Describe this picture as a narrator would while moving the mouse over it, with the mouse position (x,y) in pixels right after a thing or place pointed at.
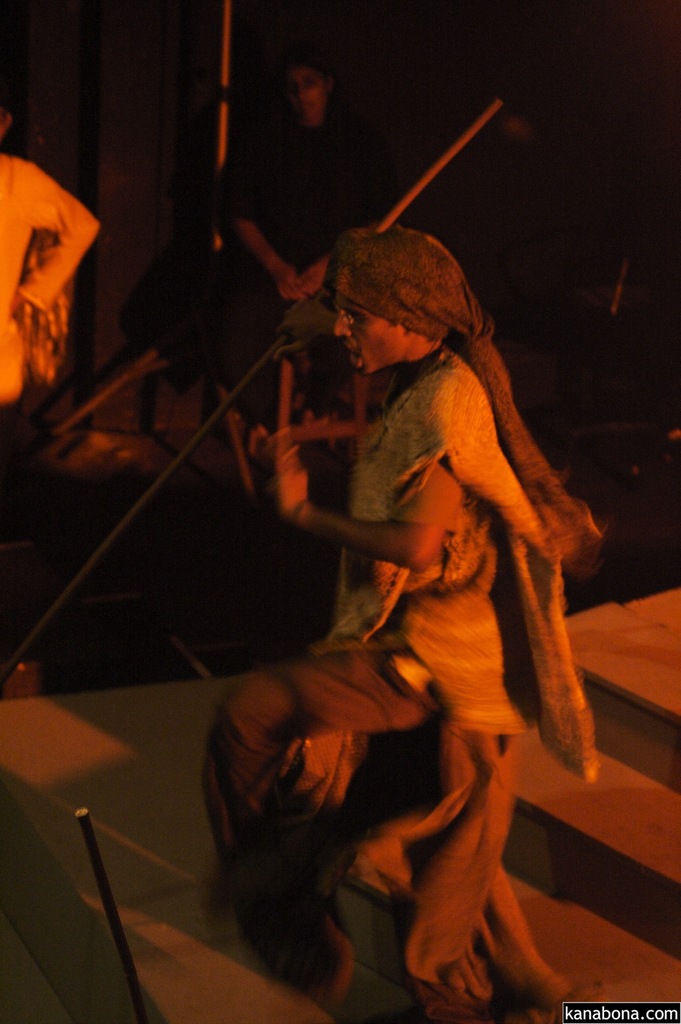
In the foreground of this image (439,544), there is a person (439,654) dancing on white surface (156,926) and a stick (118,916) like an object (118,933) at the bottom (94,862). In the background (338,198), there is a person (344,168) holding a stick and a person (48,245) on the left (38,265) in the dark.
